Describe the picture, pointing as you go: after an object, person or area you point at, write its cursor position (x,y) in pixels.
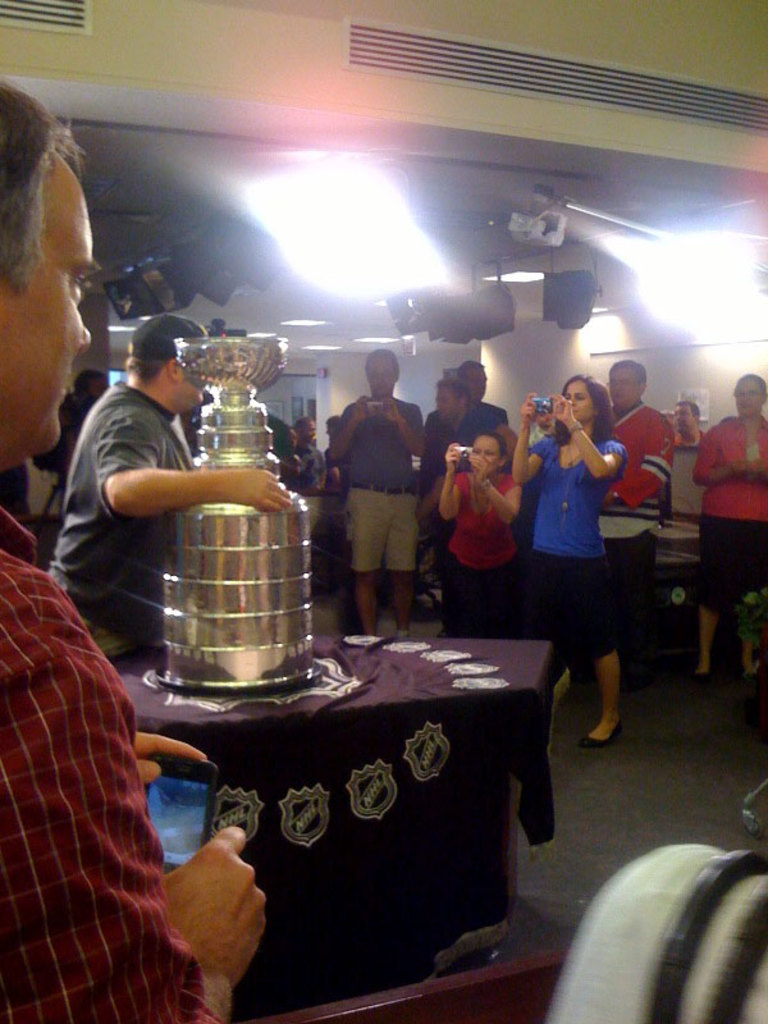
In this image, we can see a group of people (363,479). Few people (42,861) are holding some objects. Here we can see a table (456,784) covered with cloth (462,746). Some container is placed on it. At the bottom of the image (662,941), we can see an object (584,991). Background (532,372) there is a wall (532,362), few objects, lights (239,265) and ceiling (444,211).
